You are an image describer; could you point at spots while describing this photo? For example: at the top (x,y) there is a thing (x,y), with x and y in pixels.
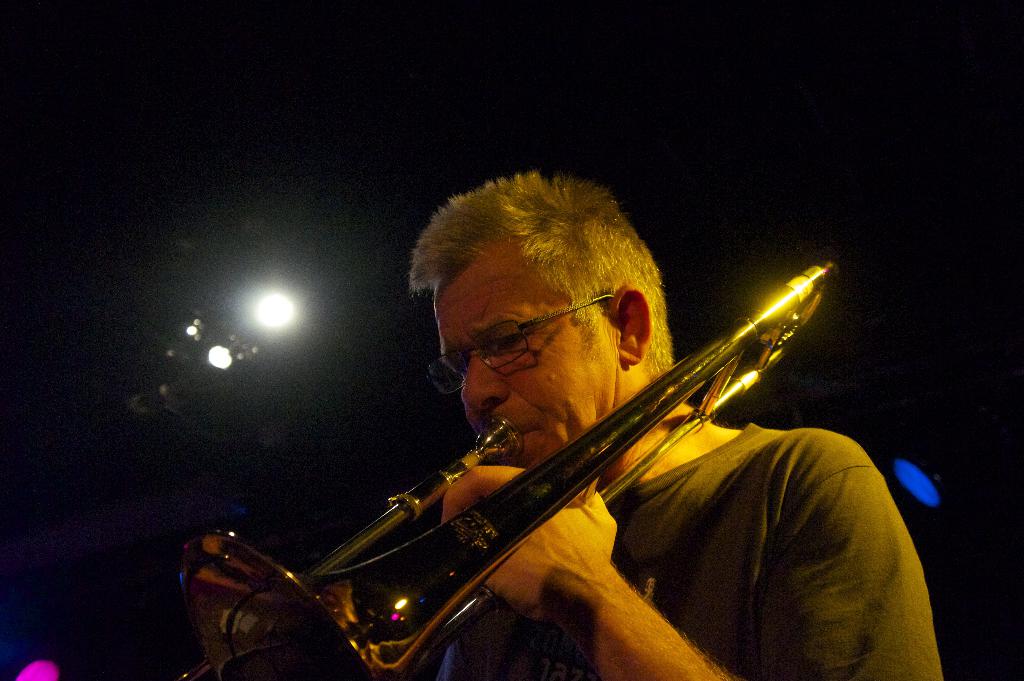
This image consists of a man (612,549) wearing a T-shirt (693,540) and playing a trombone (259,626). In the background (271,301), we can see a light (281,305), and the background (1006,121) is too dark.
